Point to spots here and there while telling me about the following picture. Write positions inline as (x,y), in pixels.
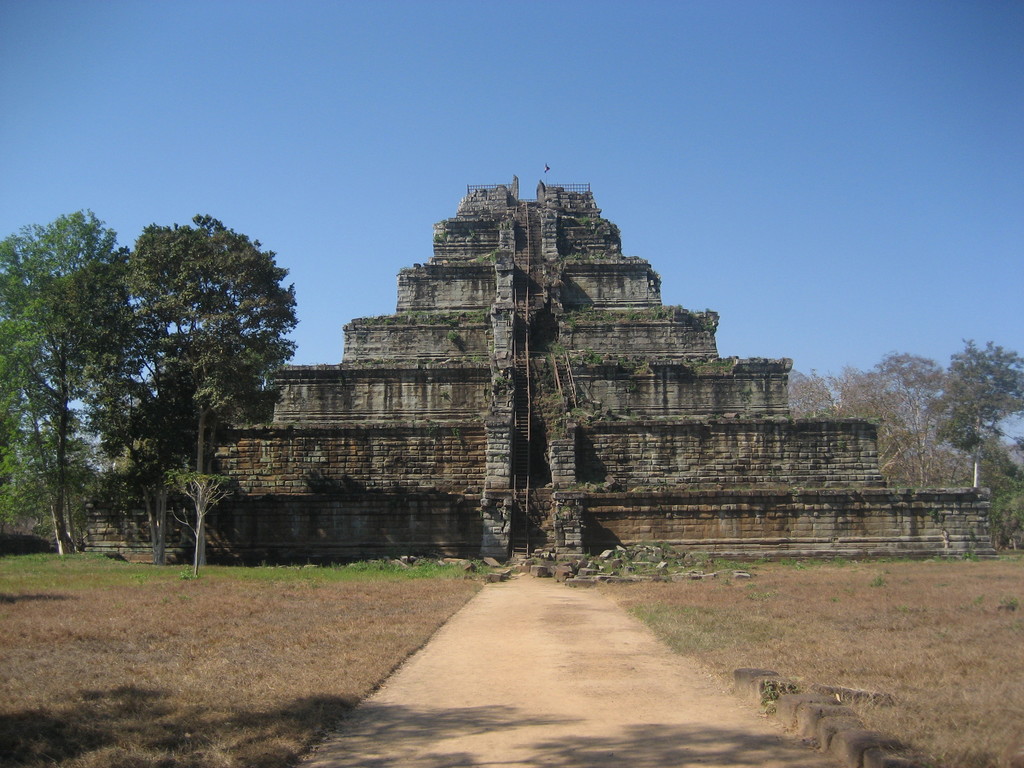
There is a Koh Ker (432,447) and there are trees (237,352) beside and behind it.
